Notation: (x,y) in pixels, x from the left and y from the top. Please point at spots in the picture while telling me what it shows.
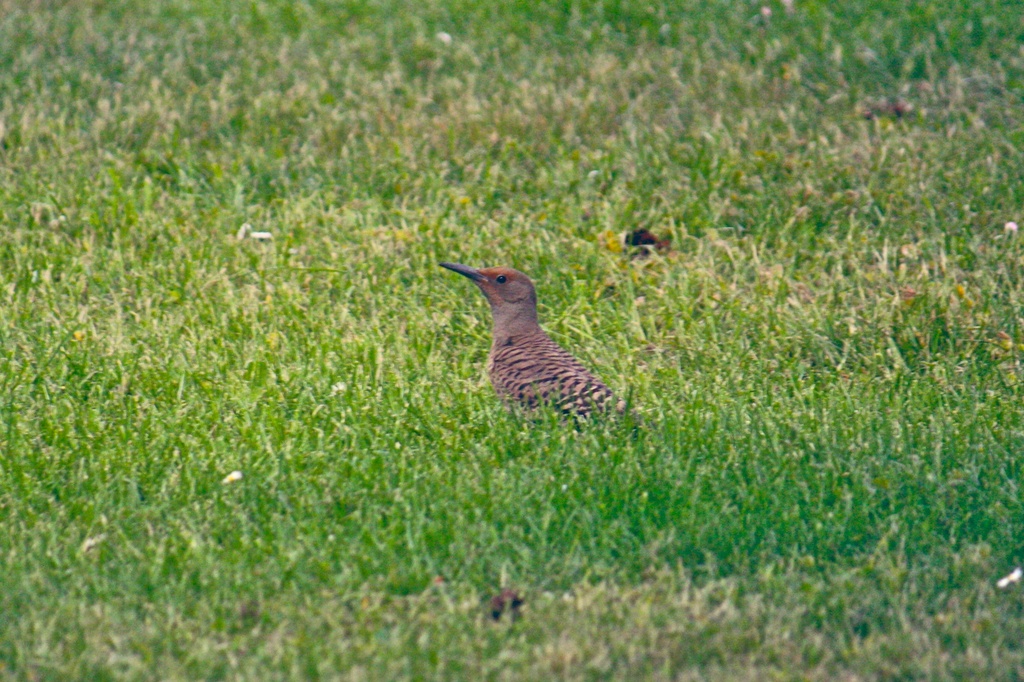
In this picture we can see a bird (538,349) on the grass (467,352).
